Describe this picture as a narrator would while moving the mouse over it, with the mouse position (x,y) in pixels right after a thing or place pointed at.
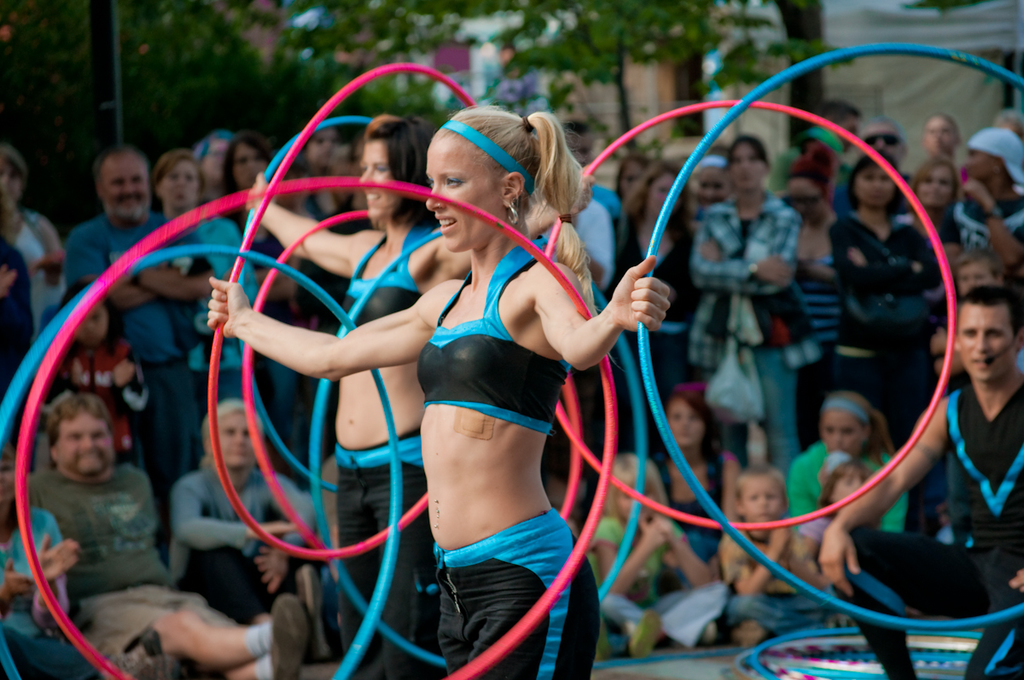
In this picture we can see two women (589,282) holding rings (279,187) with their hands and smiling and at the back of them we can see a man (985,334) sitting and talking on the mic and a group of people (955,369) and in the background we can see trees (412,62).
